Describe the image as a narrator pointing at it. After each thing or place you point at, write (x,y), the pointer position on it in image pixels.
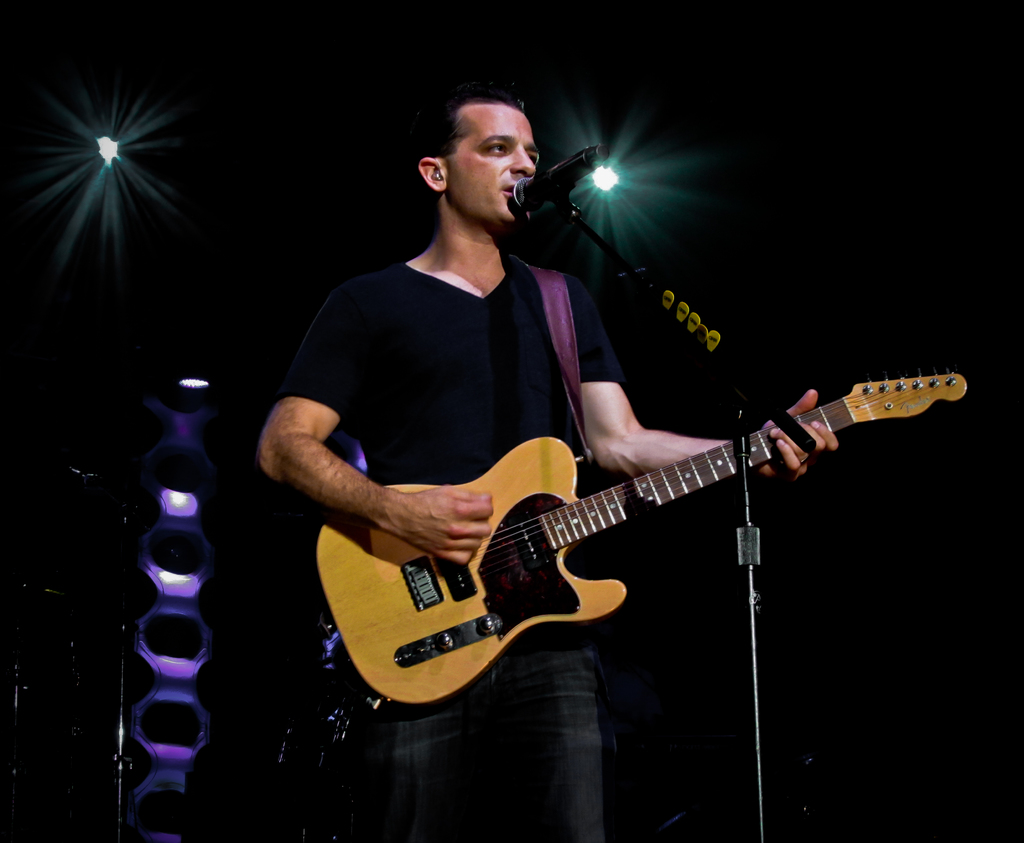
In this there is a man (586,362) who is standing and holding a guitar (517,562) with his hand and mic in front of him. At the top (600,185) there is a light (617,185).
